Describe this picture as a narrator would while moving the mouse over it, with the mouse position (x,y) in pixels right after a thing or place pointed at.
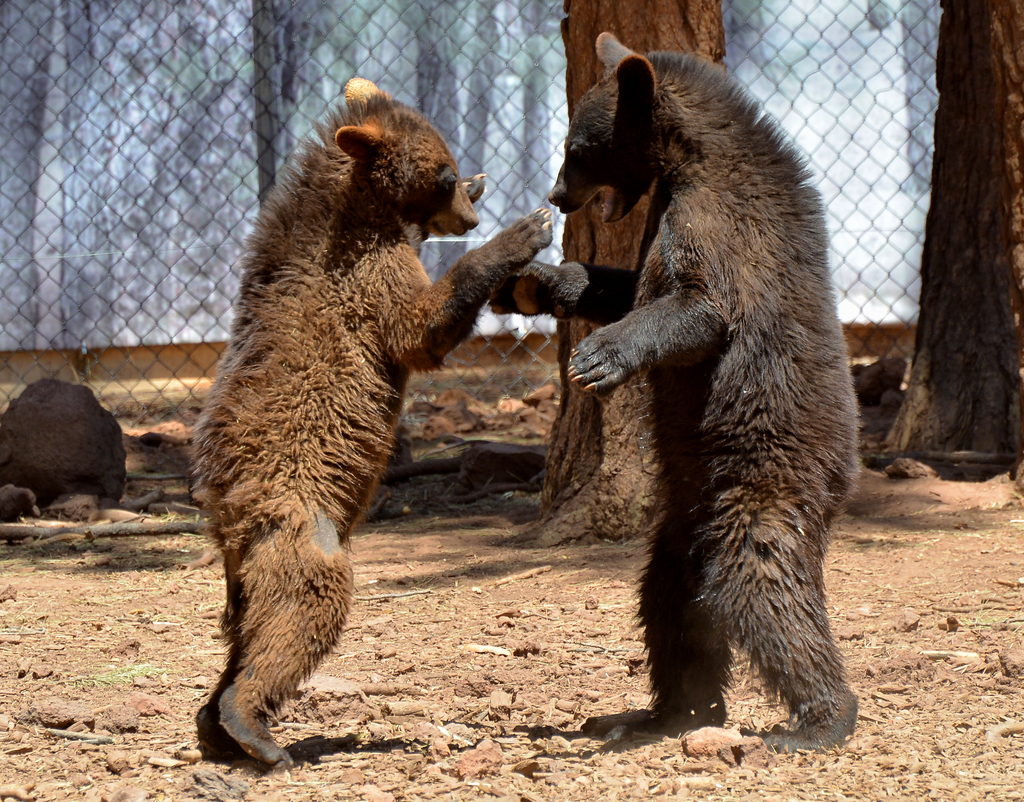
In the image there are two brown bears (251,622) facing each other. They are standing on the ground (896,554). On the ground (896,554) there are few stones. In the background (152,444) there are trees (634,22), rocks (20,427) and also there is a fencing (886,172).
